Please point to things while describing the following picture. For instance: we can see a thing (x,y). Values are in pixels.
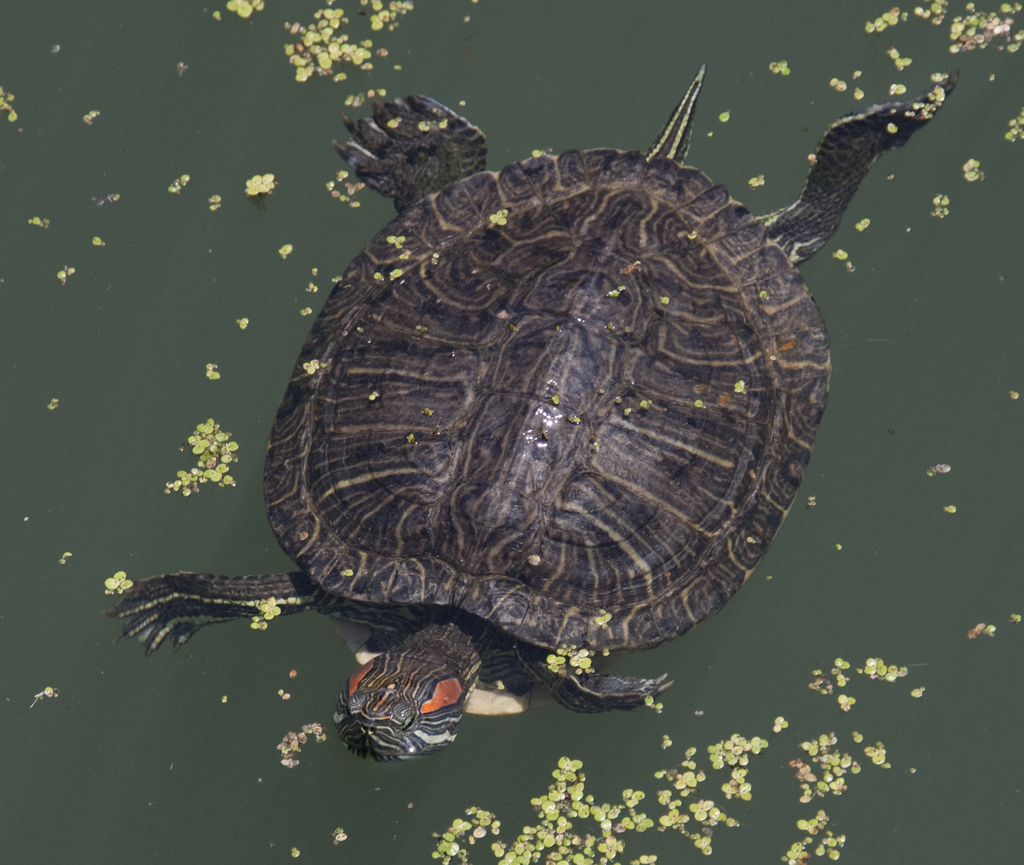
In the image we can see water (998,714), above the water (934,257) a tortoise (310,389) is swimming.
